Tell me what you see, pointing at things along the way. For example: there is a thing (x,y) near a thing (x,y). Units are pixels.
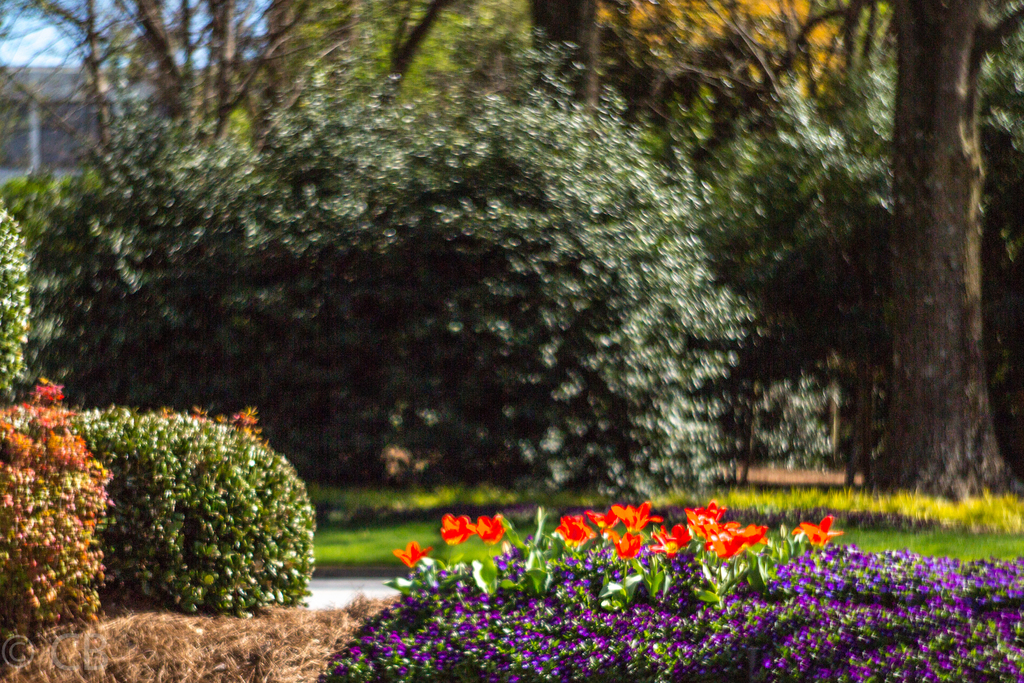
In this image, we can see flowers (710,531) and plants (684,597). Background (1013,422) there is a blur view. here there are so many trees (525,353), building (49,142), grass (891,528) and sky (75,57).
